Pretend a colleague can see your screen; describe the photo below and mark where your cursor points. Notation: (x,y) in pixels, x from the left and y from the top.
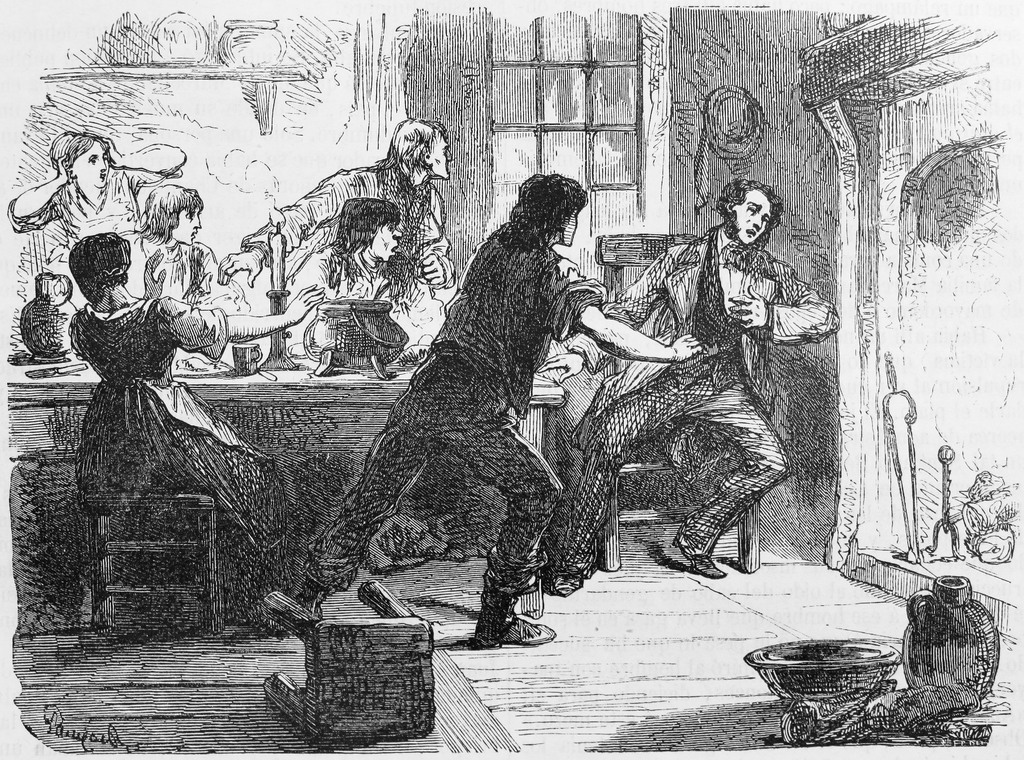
This is an engraved image. In this image, on the right side (737,415), we can see a man (757,285) sitting on the chair (747,518). In the middle of the image (523,453), we can see a person (469,438) walking. On the left side (222,454), we can see three people (195,238) are sitting on the chair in front of the table (346,438). On that table (259,424), we can see some pots (323,354) and a candle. In the background (572,147), we can see two people (13,223), window (613,183). On the right side (945,276), we can see a fireplace (991,327), at the bottom (968,623), we can see a jar (958,620) and a bowl (789,645).
